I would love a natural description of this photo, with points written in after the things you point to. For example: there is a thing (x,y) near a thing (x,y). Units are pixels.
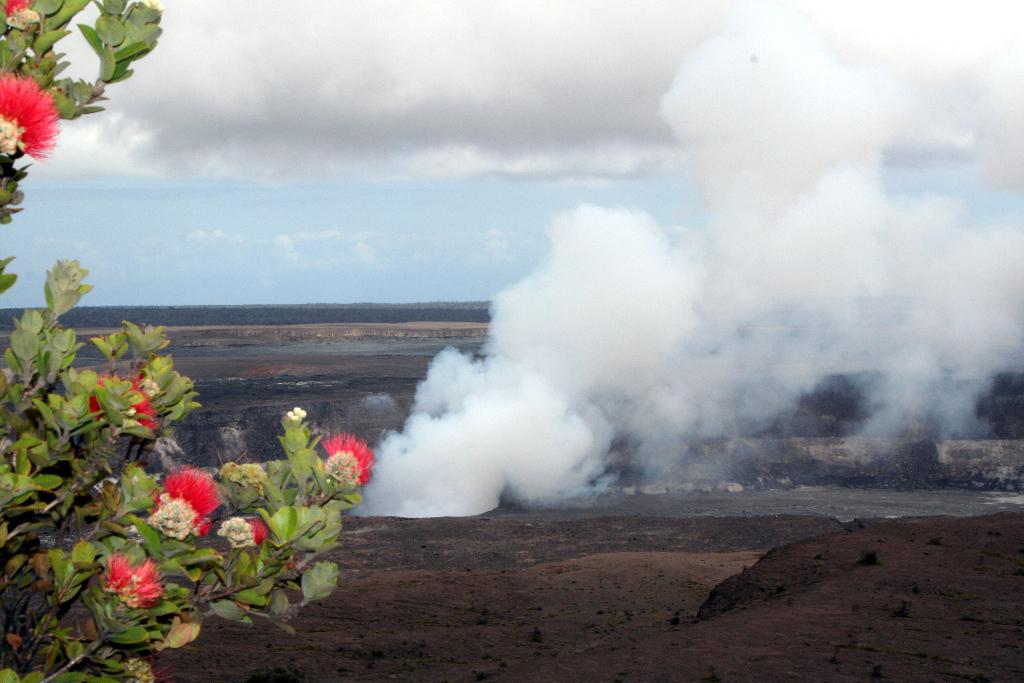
We can see flowers (172,523), leaves (107,413) and smoke (664,432). In the background (287,114) we can see sky (286,101) with clouds (422,101).
